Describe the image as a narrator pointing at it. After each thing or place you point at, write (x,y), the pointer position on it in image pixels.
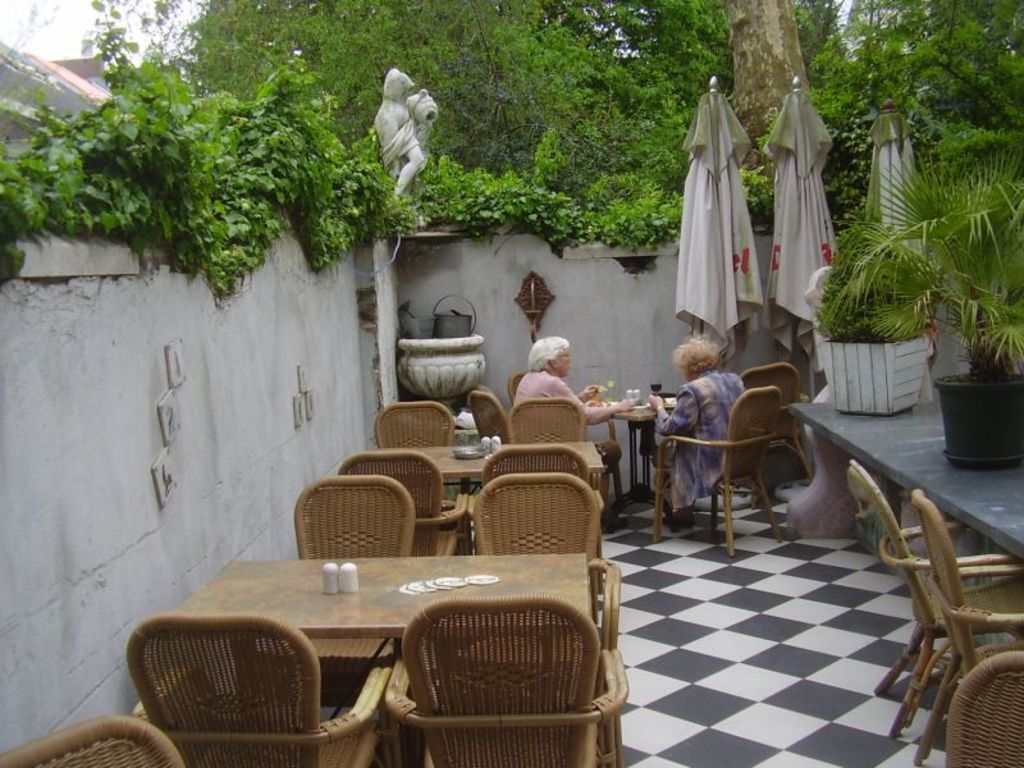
In this picture we can see two woman (692,429) sitting on chair (736,418) and in front of them there is table (646,417) and on table (624,415) we can see glasses (659,386) and in background (255,385) we can see wall (376,354), pot (467,328), trees (661,90), statue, umbrellas (723,199), flower pots (846,399) with plant (845,321) in it.
